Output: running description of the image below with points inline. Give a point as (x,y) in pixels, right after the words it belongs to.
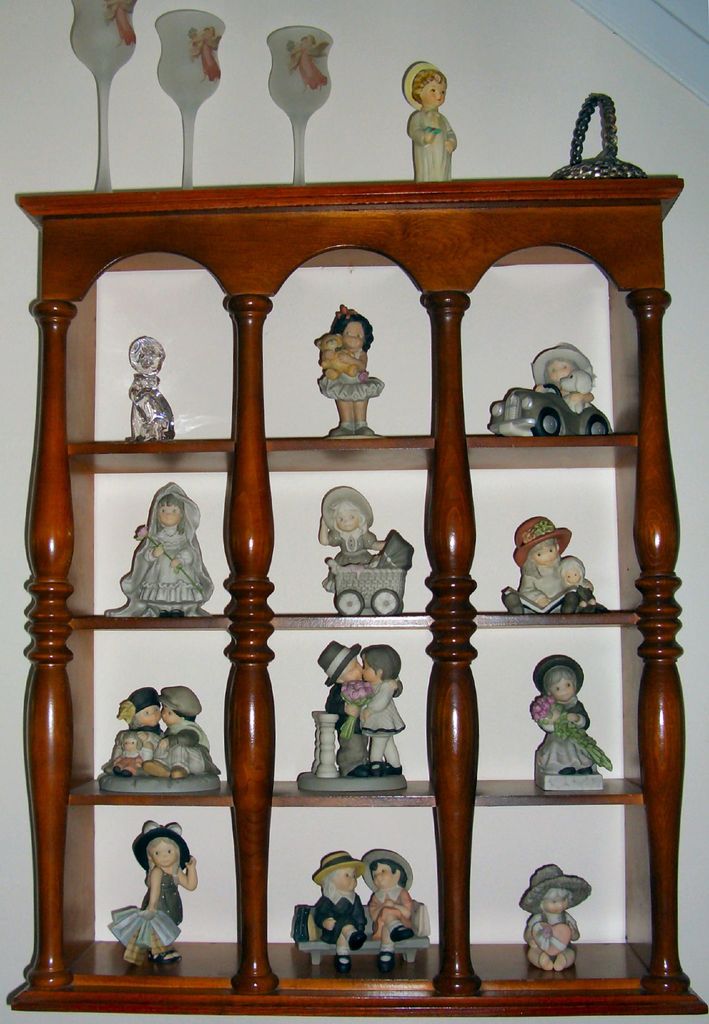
In the center of the image (294,561) we can see a cupboard (263,852) with racks (299,852). On the racks (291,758), we can see a few toys (346,542). On the cupboard (388,225), we can see a toy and some objects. In the background (494,60) there is a wall (463,68).
